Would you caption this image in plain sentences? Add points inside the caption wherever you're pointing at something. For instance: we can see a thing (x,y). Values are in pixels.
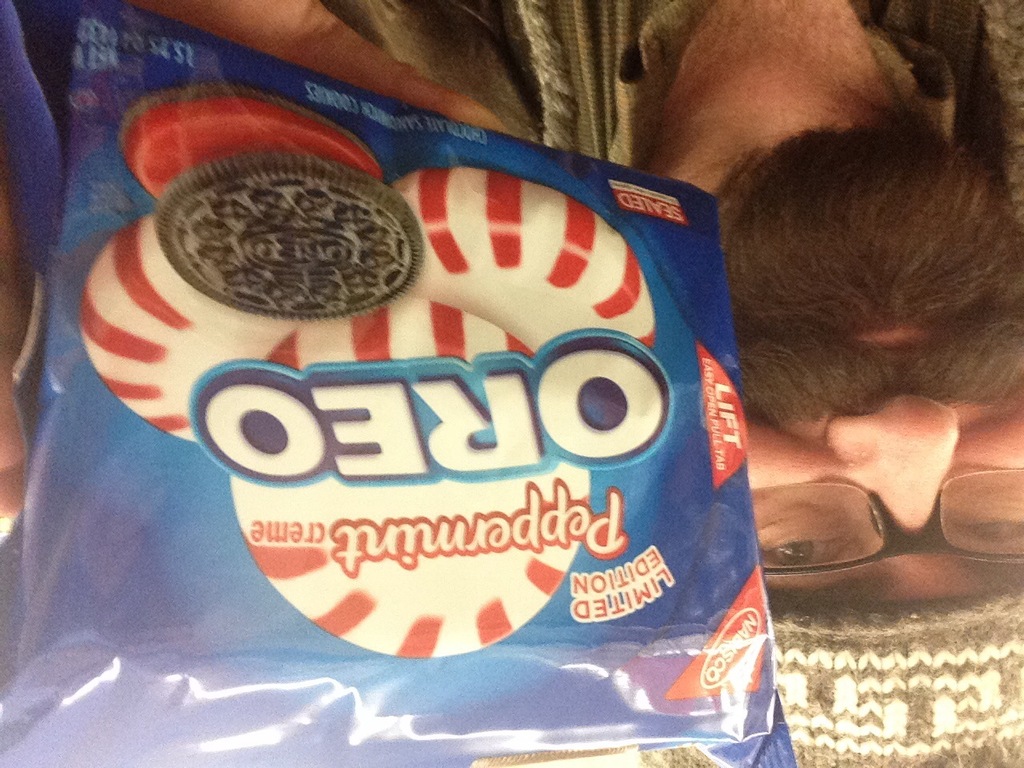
In the picture we can see a biscuit packet (582,612) hold by the person (811,445) and mentioned in it as an OREO and a biscuit symbol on it and the man (828,299) is with the beard (828,329).
